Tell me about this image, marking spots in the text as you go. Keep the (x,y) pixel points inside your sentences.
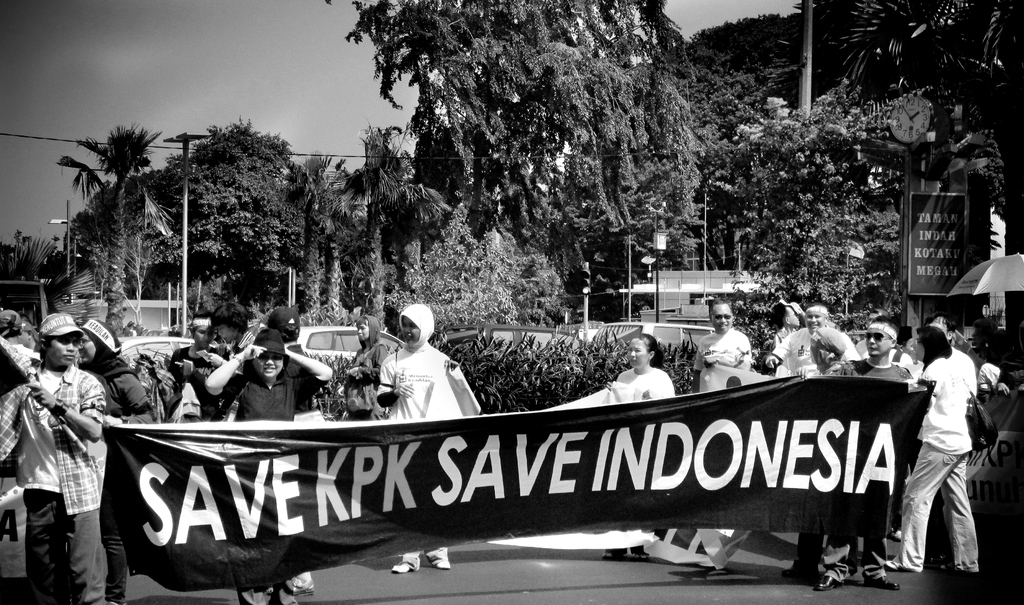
In the given image i can see a people (222,363), vehicles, plants (332,362), banner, trees (233,280), clock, flag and light poles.
